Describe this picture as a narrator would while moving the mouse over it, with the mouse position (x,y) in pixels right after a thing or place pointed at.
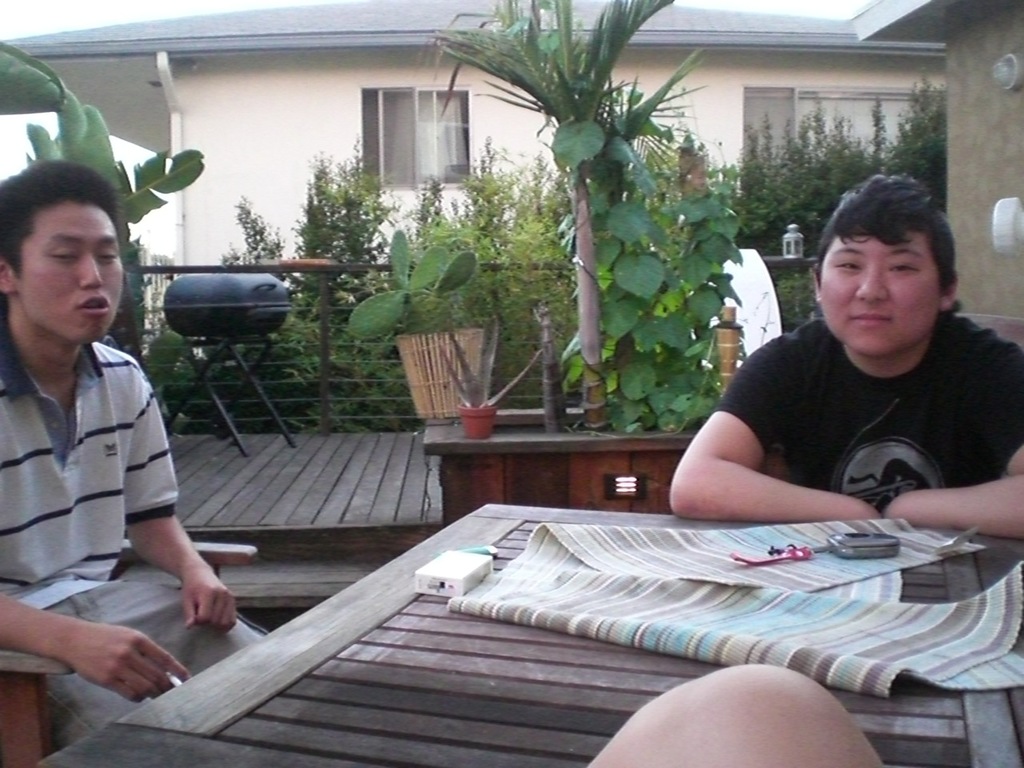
There are two men (44,532) sitting on the chair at the table (341,672). On the table (500,645) we can see a mobile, cloth (498,593), cigarette box (462,587), lighter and another item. In the background (116,326) there is a house (277,116), windows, plants (483,390), pole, windows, an object (222,285) on a stand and sky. On the left (124,627) the person (139,657) is holding a cigarette (179,685) in his hand (165,684) and at the bottom (738,727) we can see a person leg (723,739).
